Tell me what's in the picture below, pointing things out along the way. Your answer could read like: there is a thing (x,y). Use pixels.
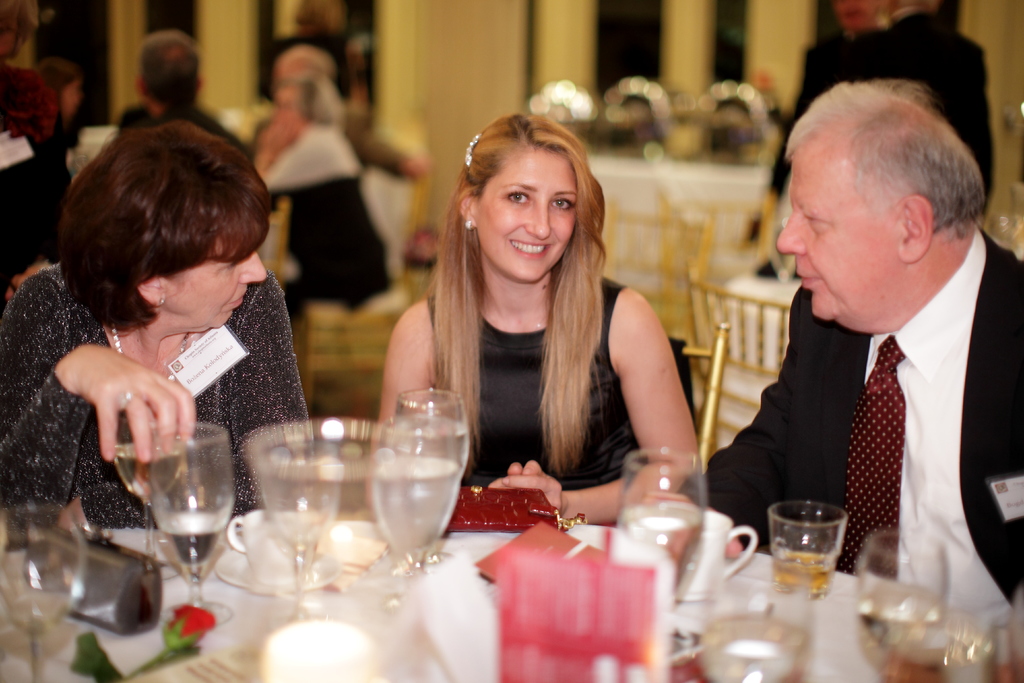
In this image I can see two women (649,329) and a man (805,395) and are sitting on chairs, I can also see a smile (541,248) on her face (543,240). Here on this table (851,616) I can see number of glasses (429,471), cups (719,580) and few plates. In the background (176,92) I can see few more people (352,99).
